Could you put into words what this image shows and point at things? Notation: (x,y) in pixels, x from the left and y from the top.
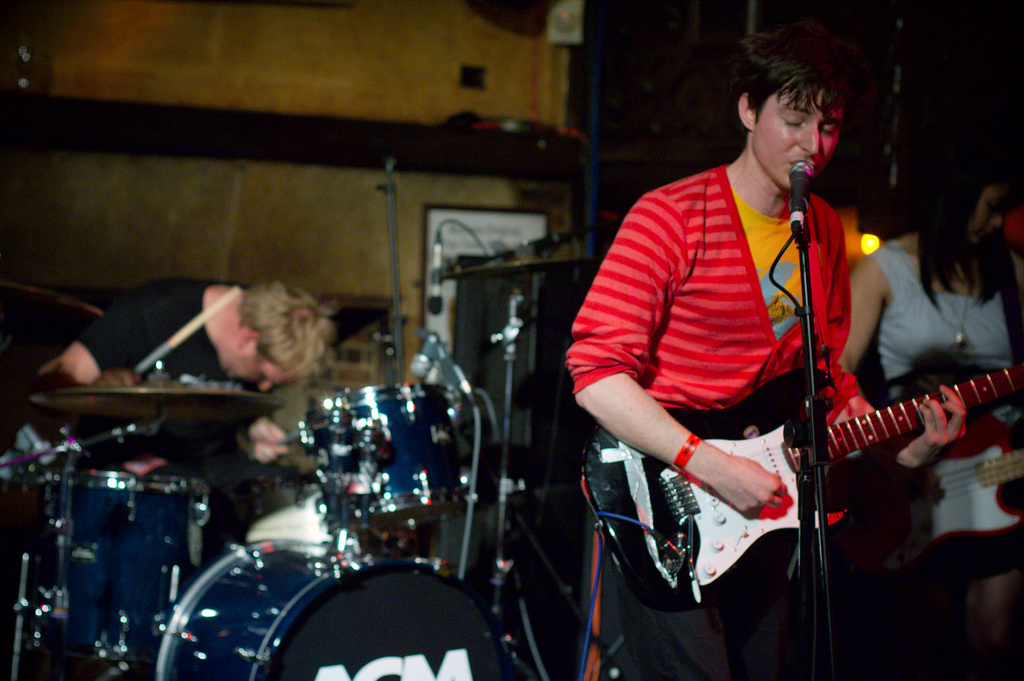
This is the image of the man (722,661) standing and playing the guitar (817,378), a woman (851,324) standing and playing the guitar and the back ground we have a person (108,321) playing the drums (36,613).
